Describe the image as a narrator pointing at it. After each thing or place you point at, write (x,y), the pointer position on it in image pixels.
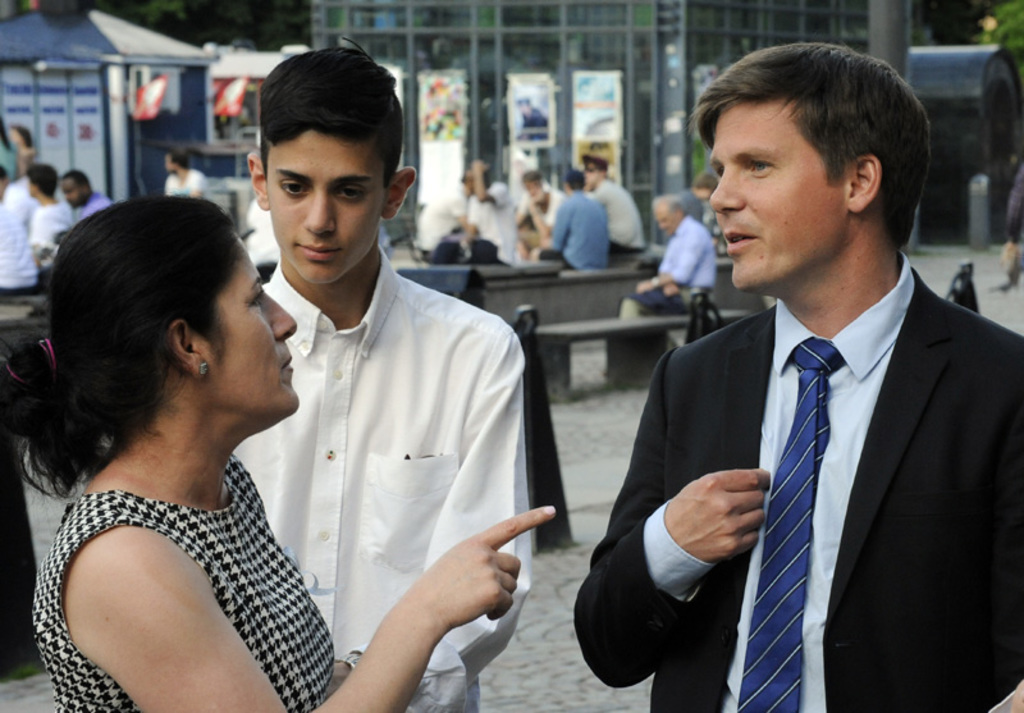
Here we can see three persons (805,477) and there are few persons (480,243) sitting on the benches (736,303). In the background (600,128) we can see a building (637,140), posters (604,122), and a house (128,43).
